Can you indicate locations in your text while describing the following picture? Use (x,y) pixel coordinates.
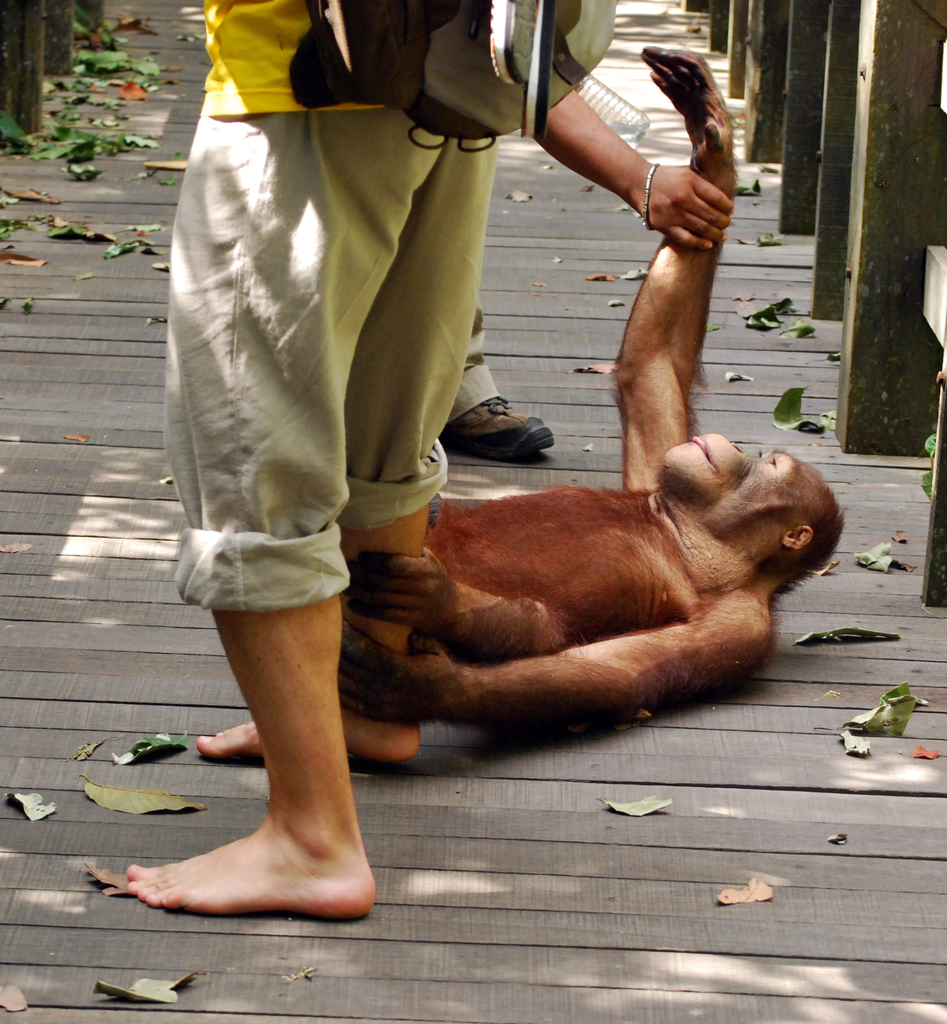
In the image in the center (352,376), we can see two persons (416,303) are standing. And the right side person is holding monkey hand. In the background (523,259) we can see leaves (105,42) and one bridge (47,48).
